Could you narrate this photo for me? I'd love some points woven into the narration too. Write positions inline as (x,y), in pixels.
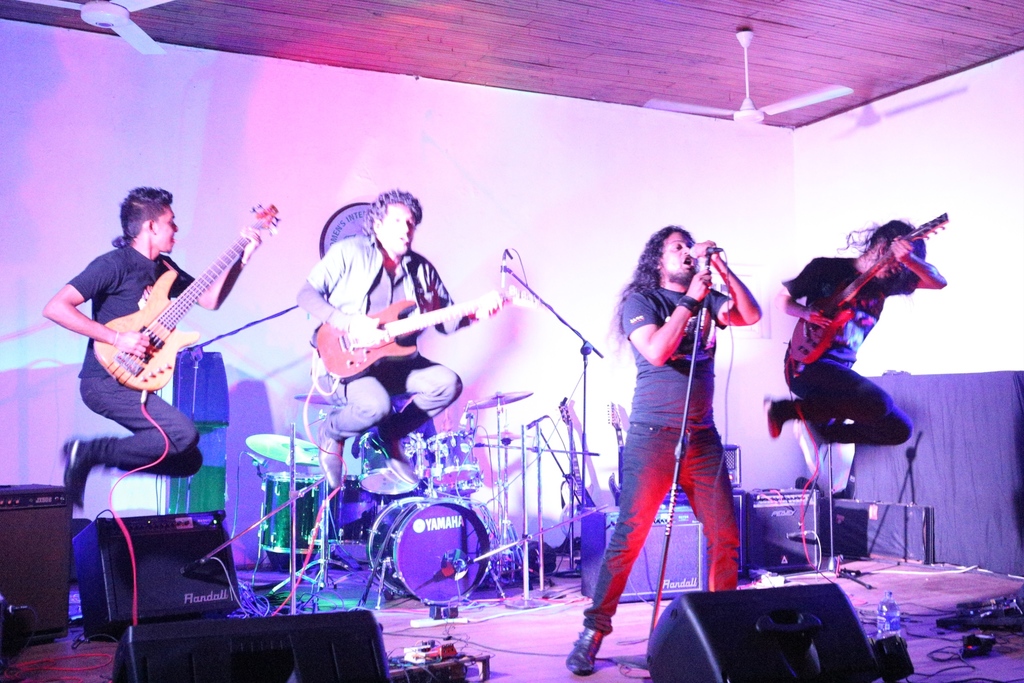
Here we can see four people (670,309) present on a stage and the person (713,320) in the middle (655,320) singing a song with a microphone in front of him and the other three persons (443,302) are playing guitars (796,337) and behind them we can see drums (286,448), speakers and other musical instruments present and on the roof (754,92) we can see fans (751,106) present.
